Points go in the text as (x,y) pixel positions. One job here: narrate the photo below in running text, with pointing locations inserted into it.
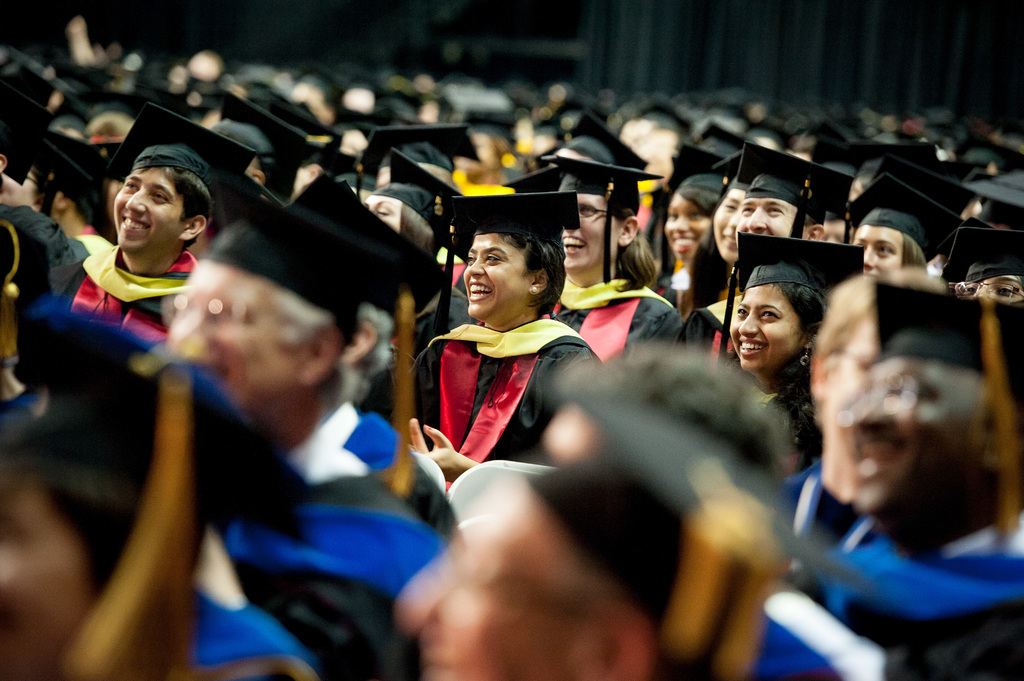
In the picture we can see group of people (453,348) wearing convocation dress (569,336) sitting on chairs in a closed auditorium (421,31).
